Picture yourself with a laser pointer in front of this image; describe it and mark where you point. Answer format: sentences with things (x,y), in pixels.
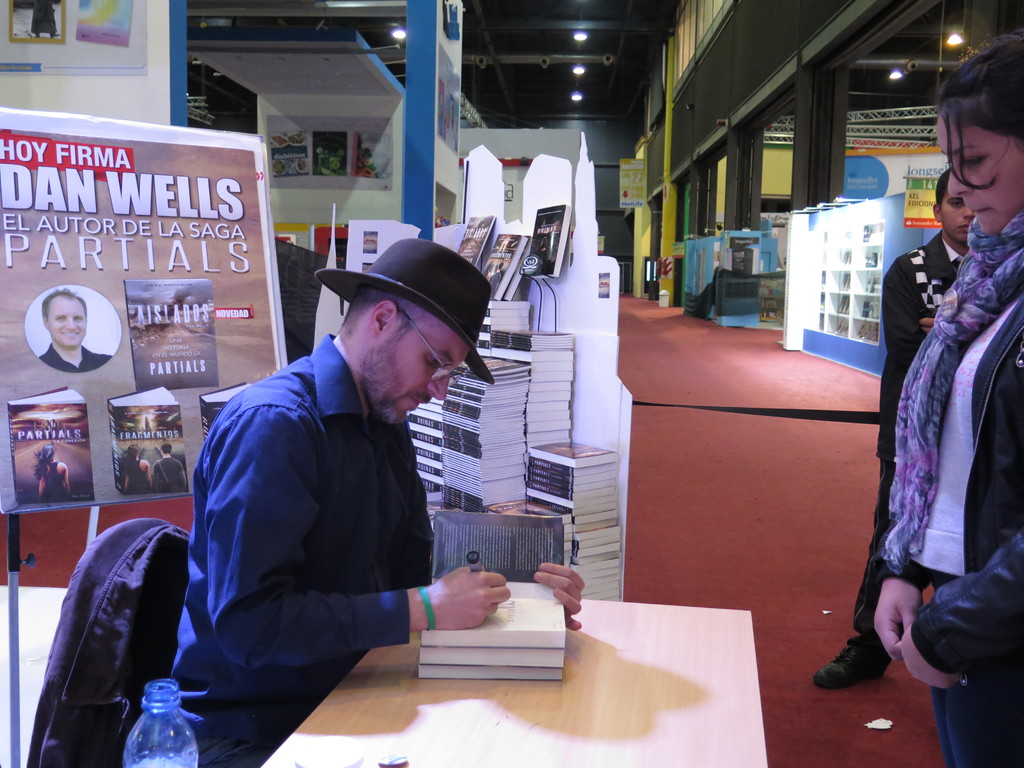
In this picture we can see a man (195,538) who is sitting on the chair (109,615). This is the table (660,690). On the table (660,675) there are some books (527,604). He wear a cap (450,272) and he has spectacles (444,378). Here we can see two persons (888,533) standing on the floor (791,533). These are some books (511,366). On the background (22,273) there is a hoarding (190,263). And these are the lights (577,38).
